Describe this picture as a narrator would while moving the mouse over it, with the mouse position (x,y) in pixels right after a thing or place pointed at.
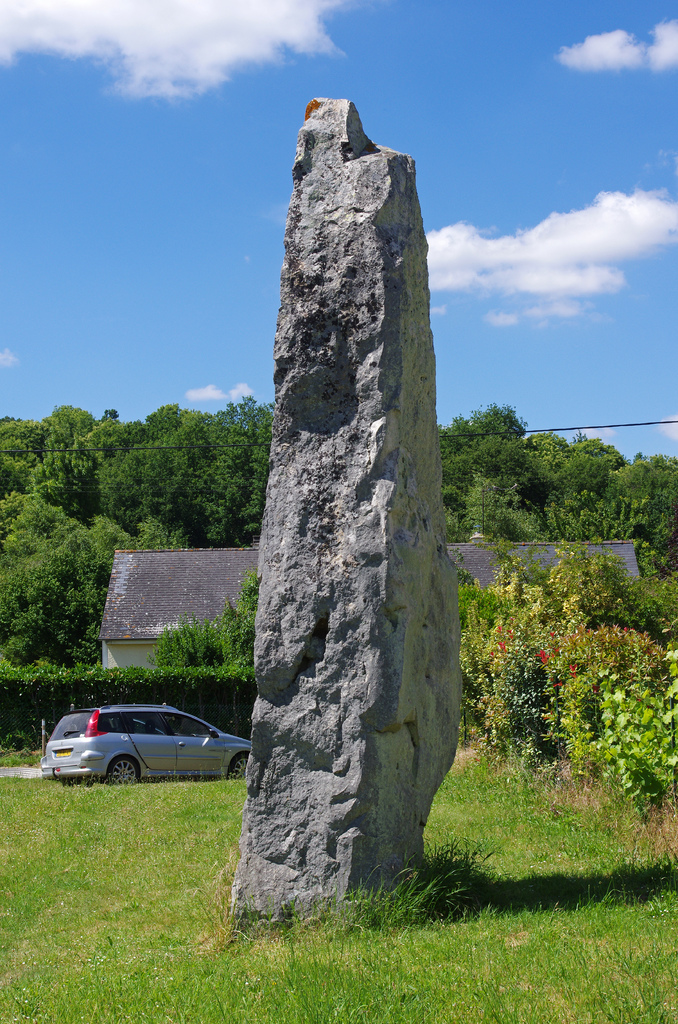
In the center of the image (315,507), we can see a rock (373,600) and in the background (170,664), there is a shed (151,645), vehicle (147,723) and many trees (522,506). At the top (262,41), there are clouds (559,228) in the sky (553,145).
